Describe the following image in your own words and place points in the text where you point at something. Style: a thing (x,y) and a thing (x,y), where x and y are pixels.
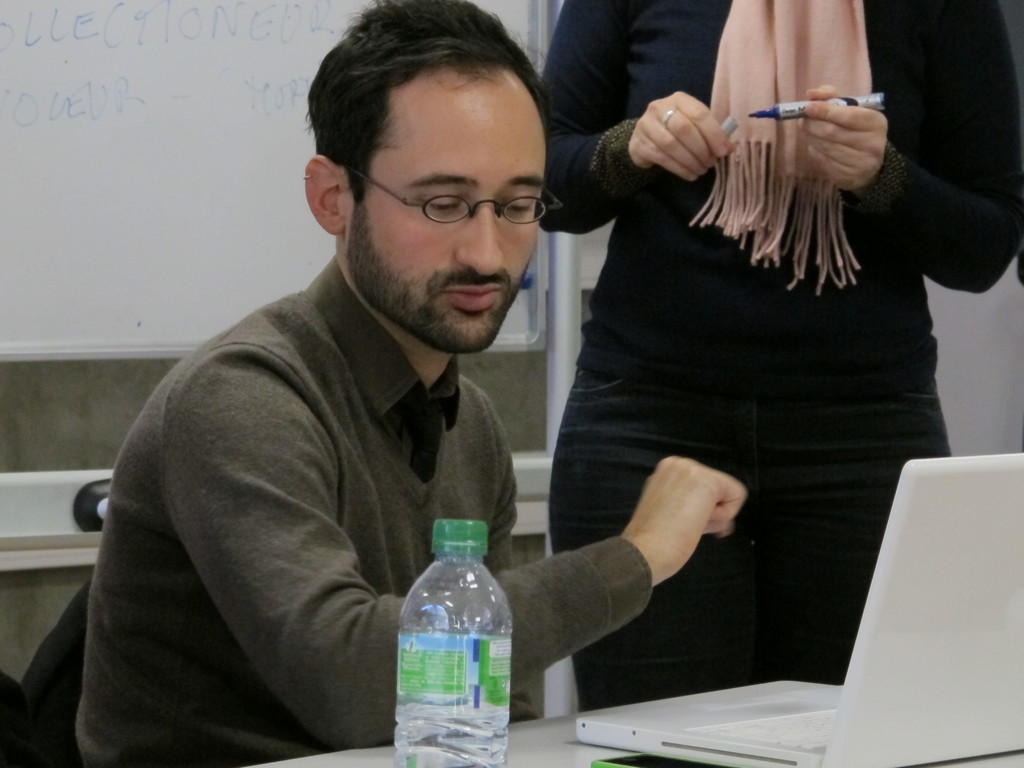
Man (131,632) in grey t-shirt (241,497) is sitting on chair (60,723) in front of table (528,753) on which water bottle (507,659), laptop (692,742) and mobile phone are placed. Beside him, woman (674,267) in blue t-shirt (688,254) is holding marker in her hand (684,133). Behind them, we see a white board (105,137) with some text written on it.
